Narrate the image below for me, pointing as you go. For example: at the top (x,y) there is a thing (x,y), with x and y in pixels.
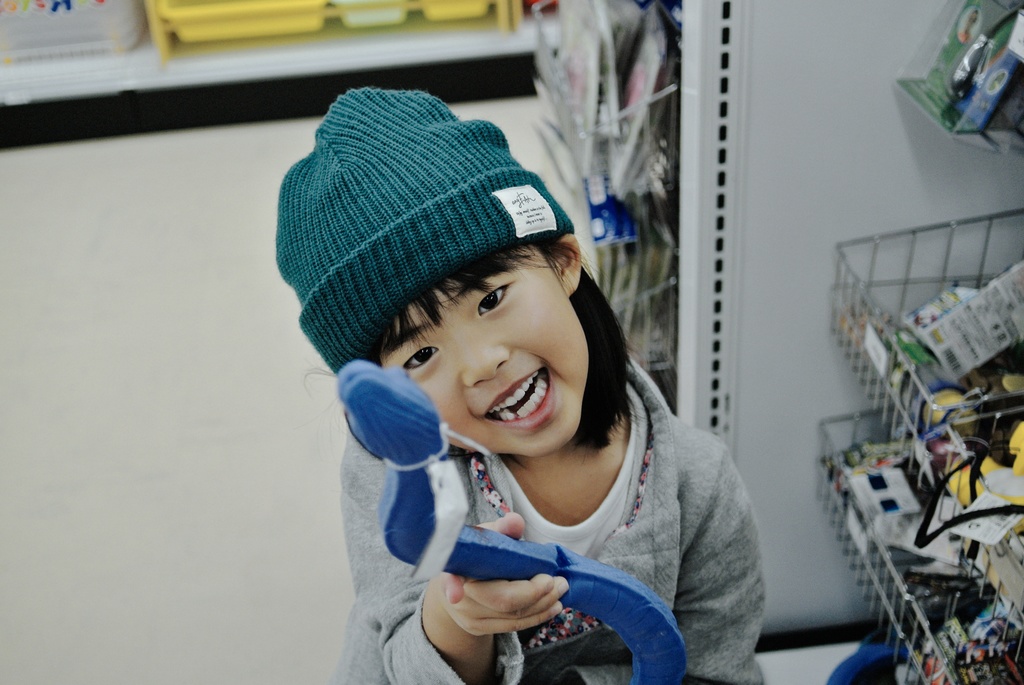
In the image there is a kid (692,548) with grey jacket (645,518), white t-shirt (602,515) and a cap (512,207) on the head (539,452). And the kid (542,391) is holding something in the hand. On the right side of the image (860,283) there are stands (1009,395) with few items (930,518) in it. Beside that there is a white wall (740,253) with few items (612,190) in it. At the top of the image (20,17) there are yellow and white color objects (188,13).
